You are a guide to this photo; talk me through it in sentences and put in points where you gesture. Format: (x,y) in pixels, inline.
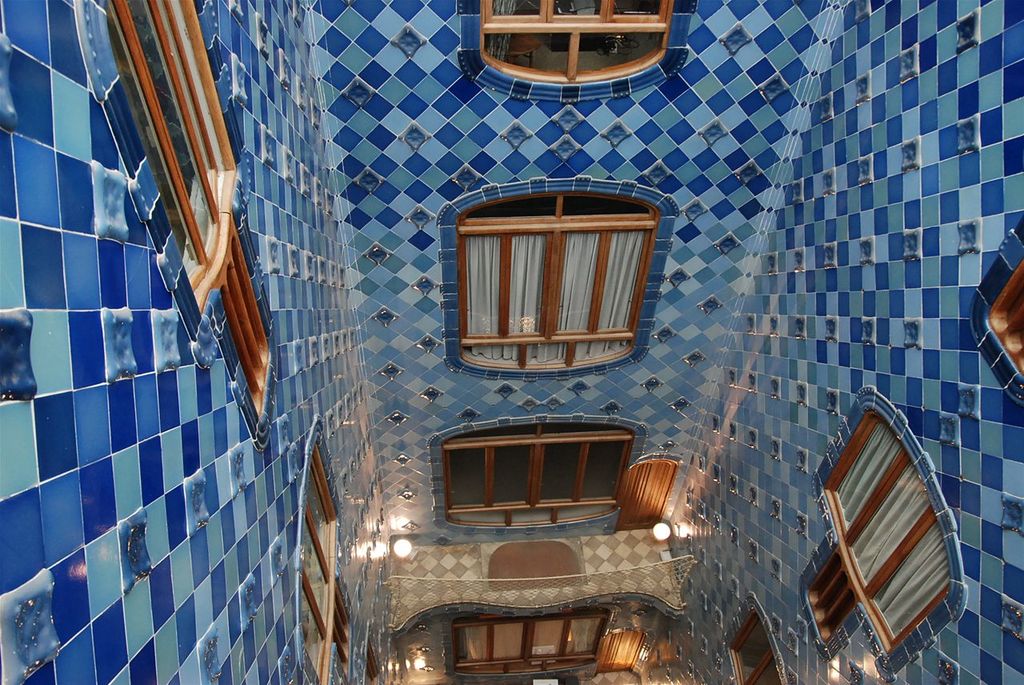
This is an inside picture of a room (360,312), on the walls (358,312) we can see some windows (552,485), at the bottom of the walls (193,397) we can see some lights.
